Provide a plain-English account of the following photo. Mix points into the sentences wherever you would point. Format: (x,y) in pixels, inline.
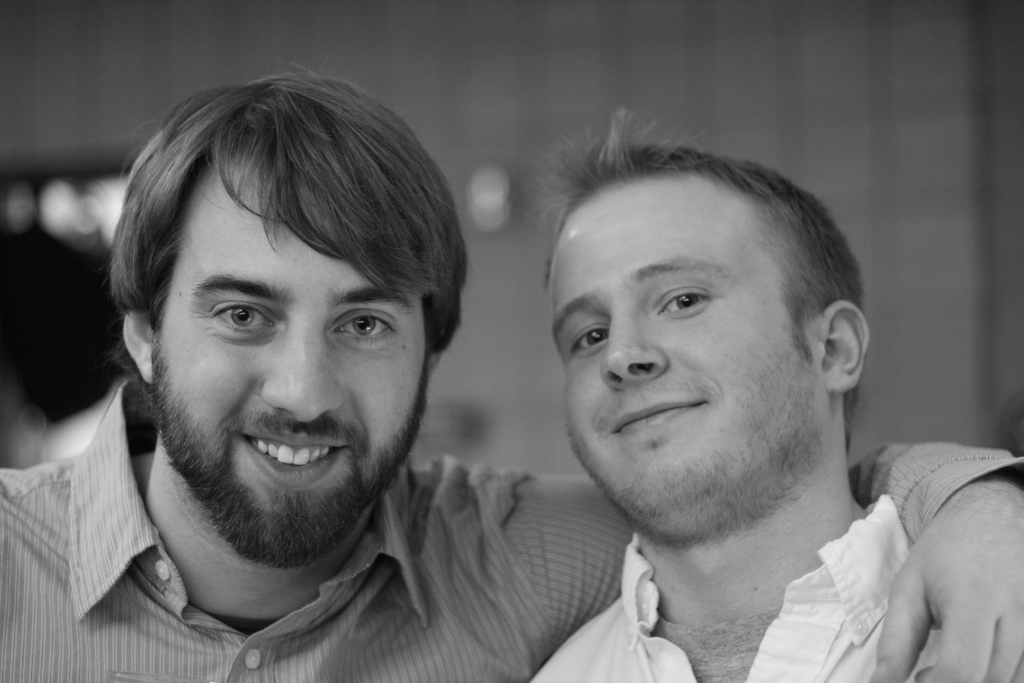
In this image we can see two people (553,502) smiling.
